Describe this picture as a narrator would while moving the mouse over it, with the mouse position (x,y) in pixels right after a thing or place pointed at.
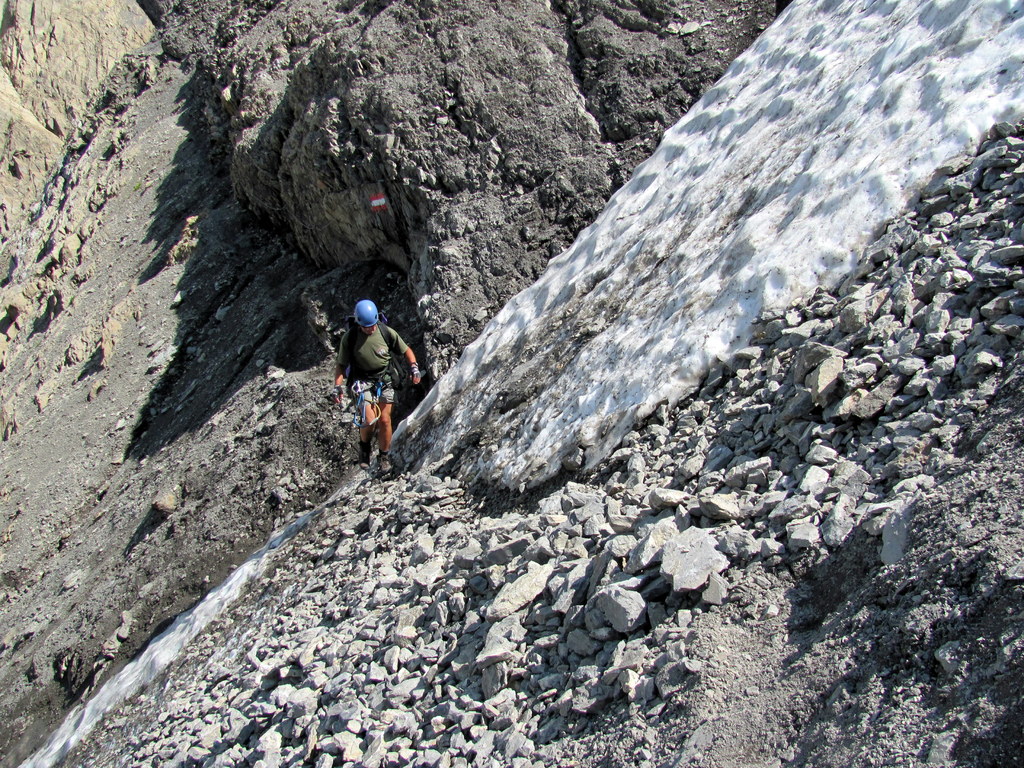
In the center of the image (349,374), we can see a person (382,400) wearing a bag (351,348) and a helmet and in the background (330,349), there are rocks (474,602).
